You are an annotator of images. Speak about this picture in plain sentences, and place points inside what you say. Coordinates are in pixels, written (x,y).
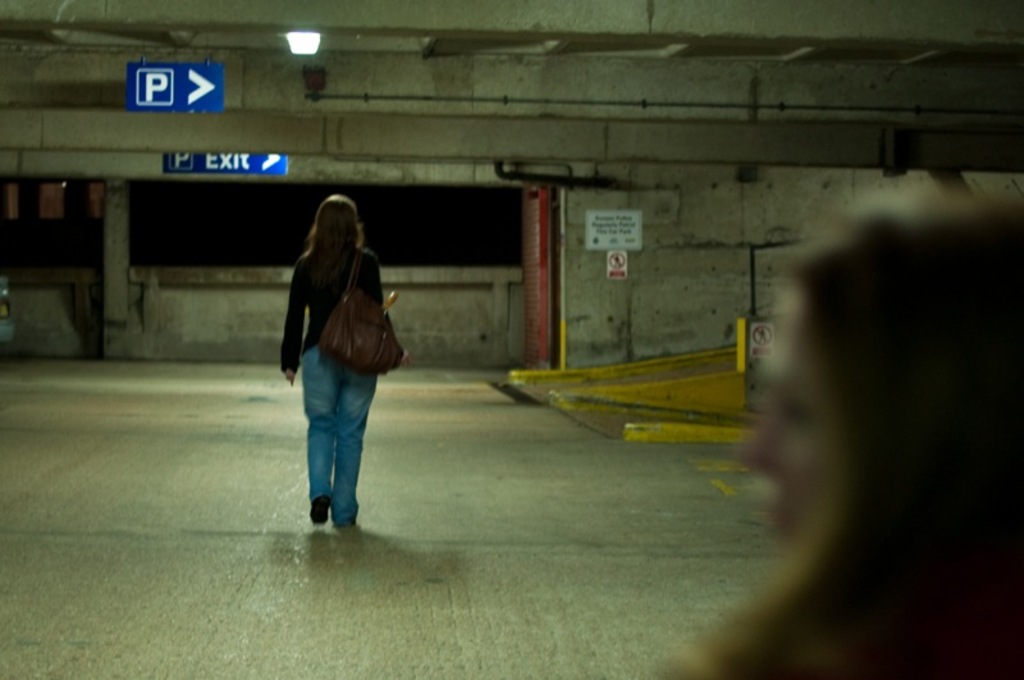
This picture shows a woman (347,387) walking and she wore a bag (375,336) and we see a other woman (881,501) on the side and we see couple of sign boards (163,72) and a light (289,33) to the roof (267,37).
